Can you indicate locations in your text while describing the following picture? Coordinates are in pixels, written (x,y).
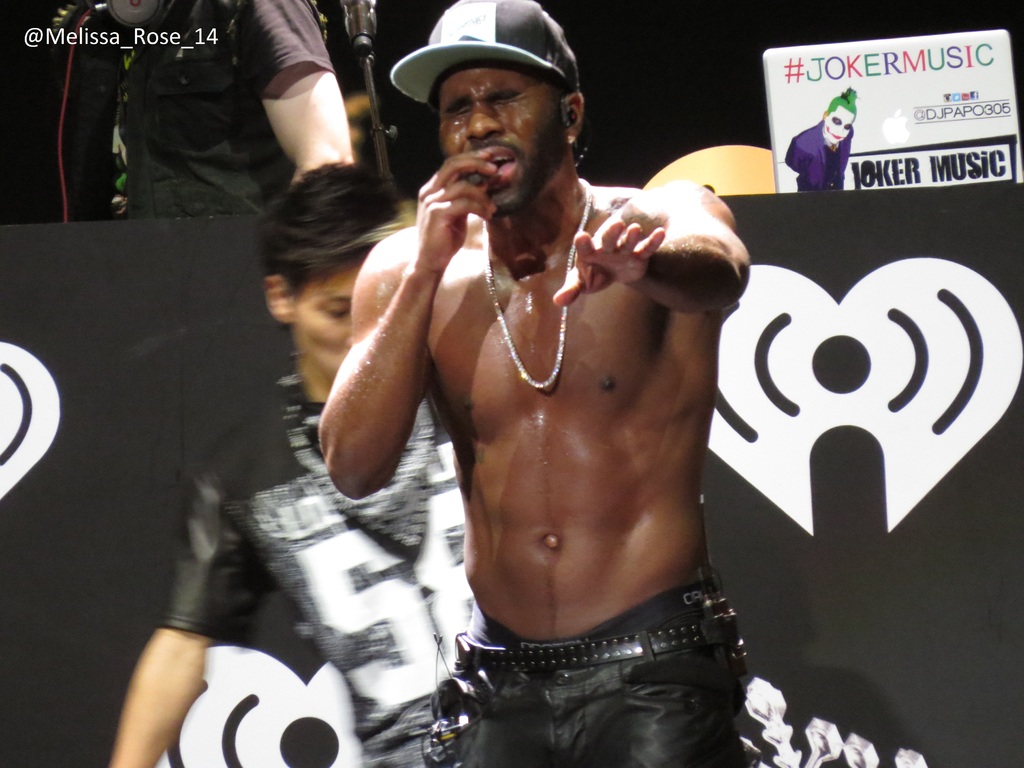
In the image there is a man (676,578) with a chain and there is a cap (515,50) on his head (522,81). Behind him there is a man (270,484) is standing and also there is a black color poster (909,396). At the top of the image (164,102) there is a person (229,25) and a mic (357,49) with stand (379,132). In the top left corner of the image (167,35) there is a name (68,40).
